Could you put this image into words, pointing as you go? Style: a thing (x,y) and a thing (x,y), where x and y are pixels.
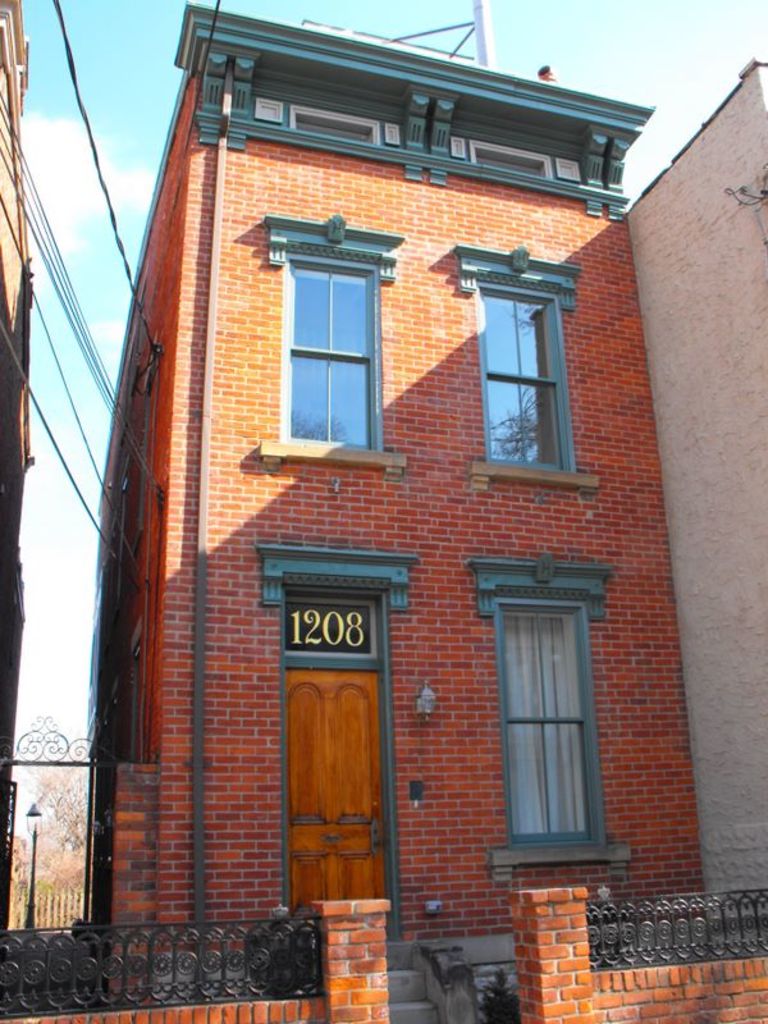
In the foreground of this image (703,873), there is a building (365,504) and on either side, there is a wall (732,244). At the bottom (694,955), there is a wall (659,983) and railing (256,953). At the top (109,65), there are cables (77,84), sky (111,78) and the cloud (68,181).
